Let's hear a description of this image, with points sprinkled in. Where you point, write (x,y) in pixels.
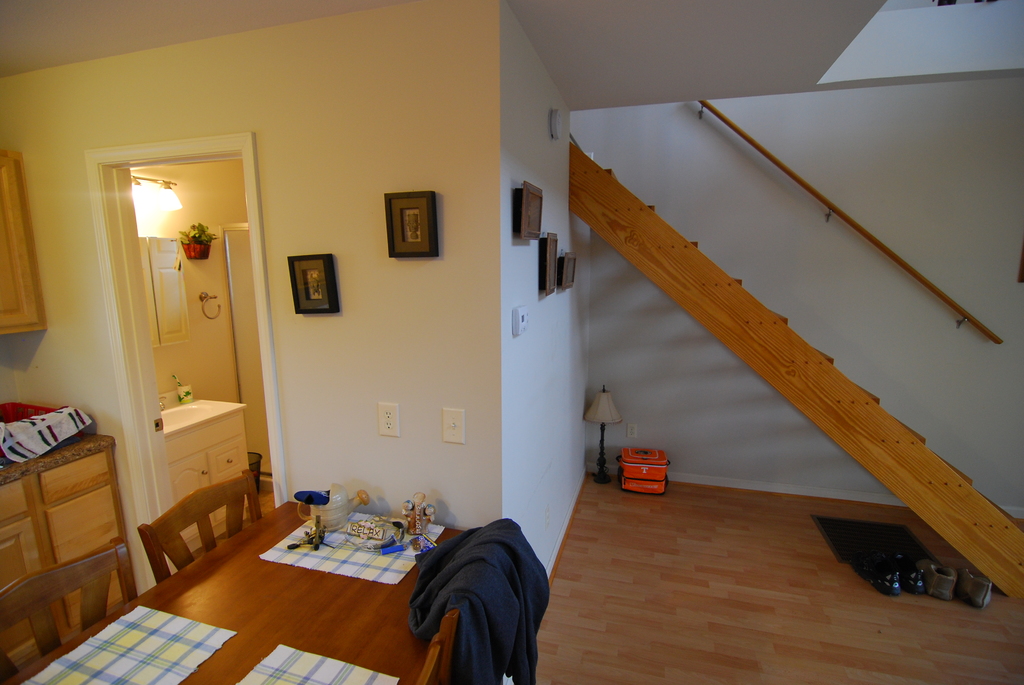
In this picture I can see a table (306,578) on which I can see clothes (227,639) and other objects (366,535). On the left side (70,542) I can see wooden cupboards (42,516), table (392,630), wash basin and other objects (69,424). On the right side (731,337) I can see wooden stairs (863,463), light lamps (599,441), photos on the walls (464,277) and other objects (643,467) on the floor (702,518).
